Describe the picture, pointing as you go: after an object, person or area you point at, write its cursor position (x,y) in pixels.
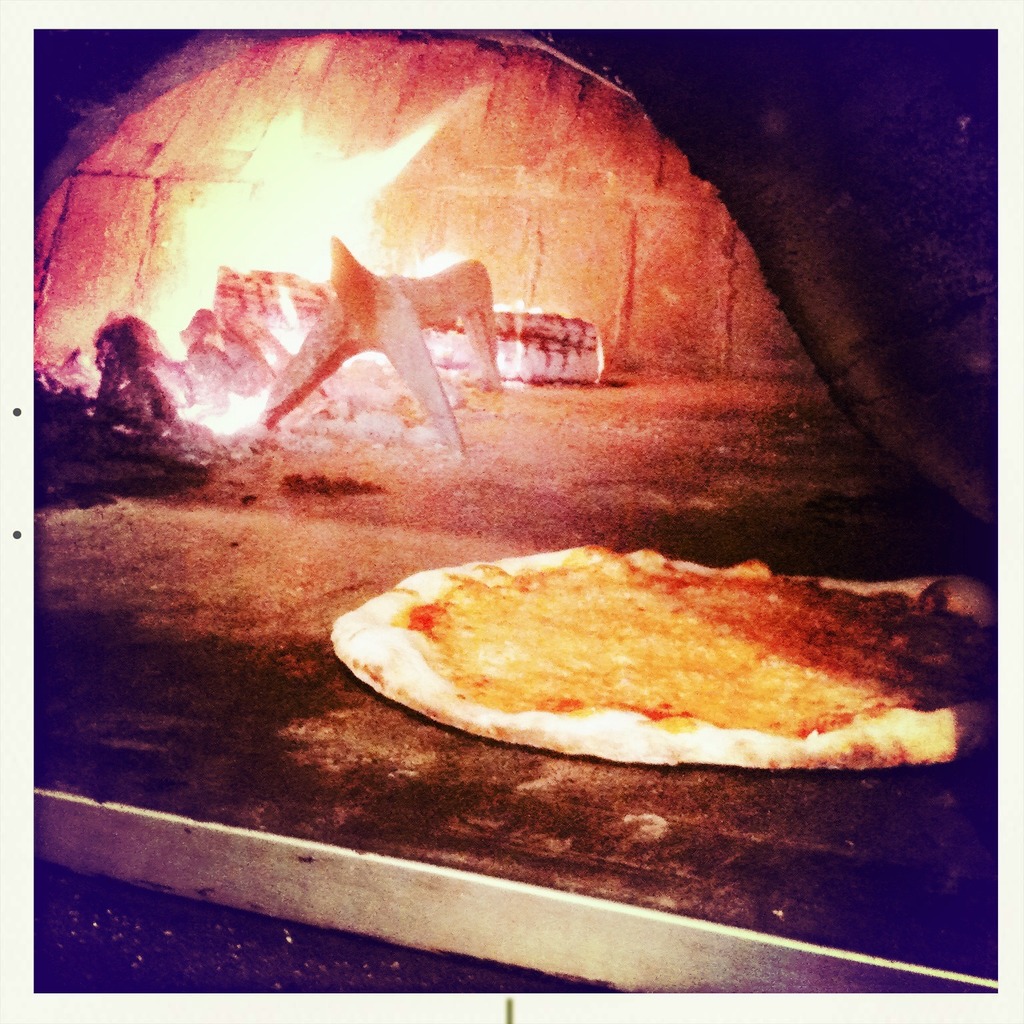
In this image there is an oven (569,856) and we can see food (672,625) placed in the oven (409,233). We can see fire (272,246).
